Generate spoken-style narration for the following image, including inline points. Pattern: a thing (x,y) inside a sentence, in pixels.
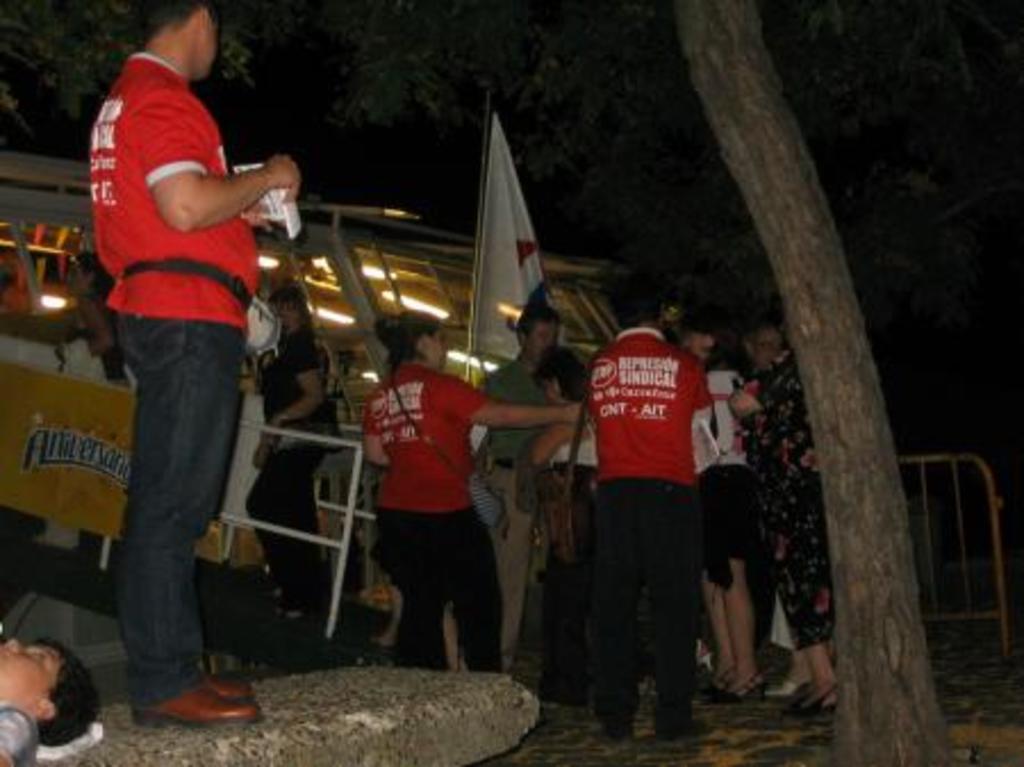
In this image, I can see a flag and groups of people (520,364) standing. There is a vehicle (358,303) with lights (363,265) and passenger ramp (331,608). On the right side of the image (918,508), I can see a barricade (920,496) and a tree (886,674). At the bottom left side of the image (49,733), I can see the head (57,691) of a person (2,688) lying on a rock (151,761).
